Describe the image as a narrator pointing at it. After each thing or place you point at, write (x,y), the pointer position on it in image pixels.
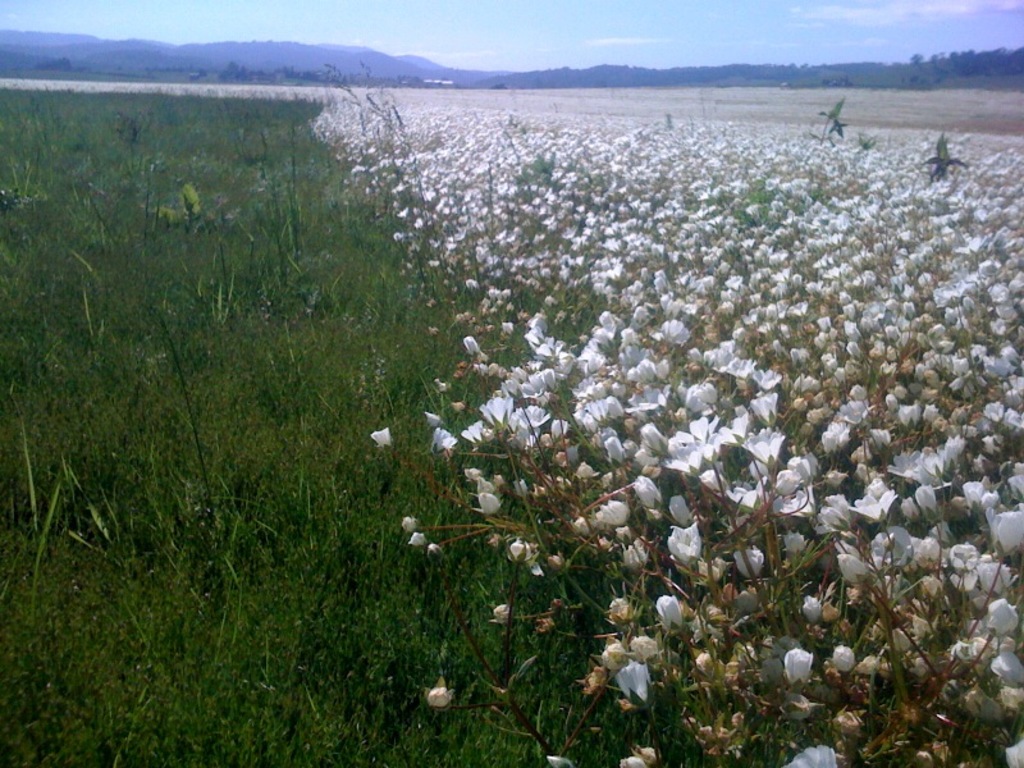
In the image we can see flowers (801,152), white in color. Here we can see grass (278,656), hills (312,62) and the sky (494,22).
